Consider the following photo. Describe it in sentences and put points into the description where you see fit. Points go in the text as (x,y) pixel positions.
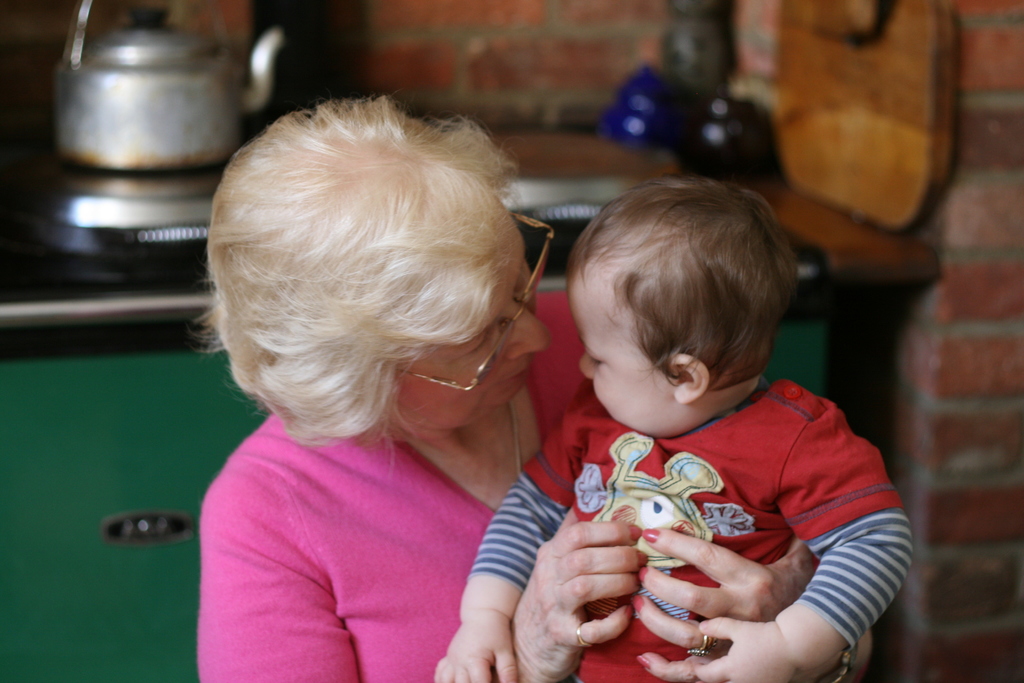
In this image there is an old woman (370,400) who is holding a baby (740,470). She is wearing spectacle (552,239) and pink color dress (342,595). Baby (725,487) is wearing t-shirt (743,502). She is in front of the green color oven (134,583). On the kitchen platform (37,179) we can see a kettle (133,80), stove (549,210) and other objects (774,132). On the right (1000,548) we can see a brick wall (962,317) which is near to the table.
